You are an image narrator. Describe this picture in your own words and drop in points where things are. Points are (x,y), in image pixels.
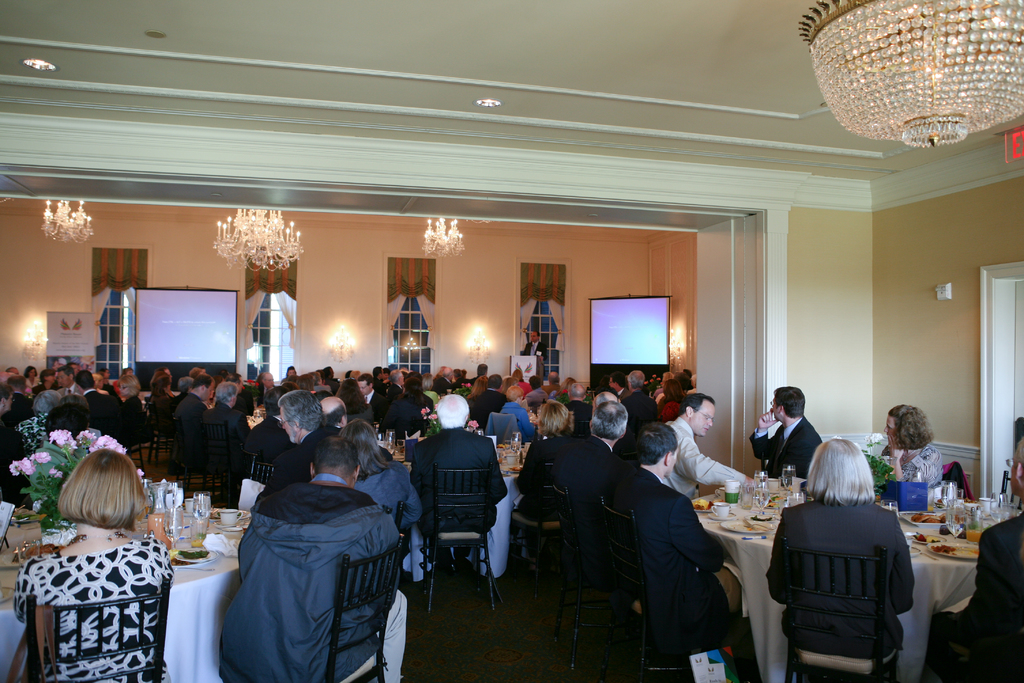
In this picture there are many people (824,522) sitting on a chair (370,574). In front of them there are tables (737,553). On the table (206,594) there is a flower vase (71,471), glass (197,526), plates (195,559) and a white color cloth (191,608) on it. In the background (116,315) there are four windows (117,334) with white color curtains (285,301). And there are two screens (190,320). In the corner there is man (543,351) in front of the podium (537,358) is standing.
